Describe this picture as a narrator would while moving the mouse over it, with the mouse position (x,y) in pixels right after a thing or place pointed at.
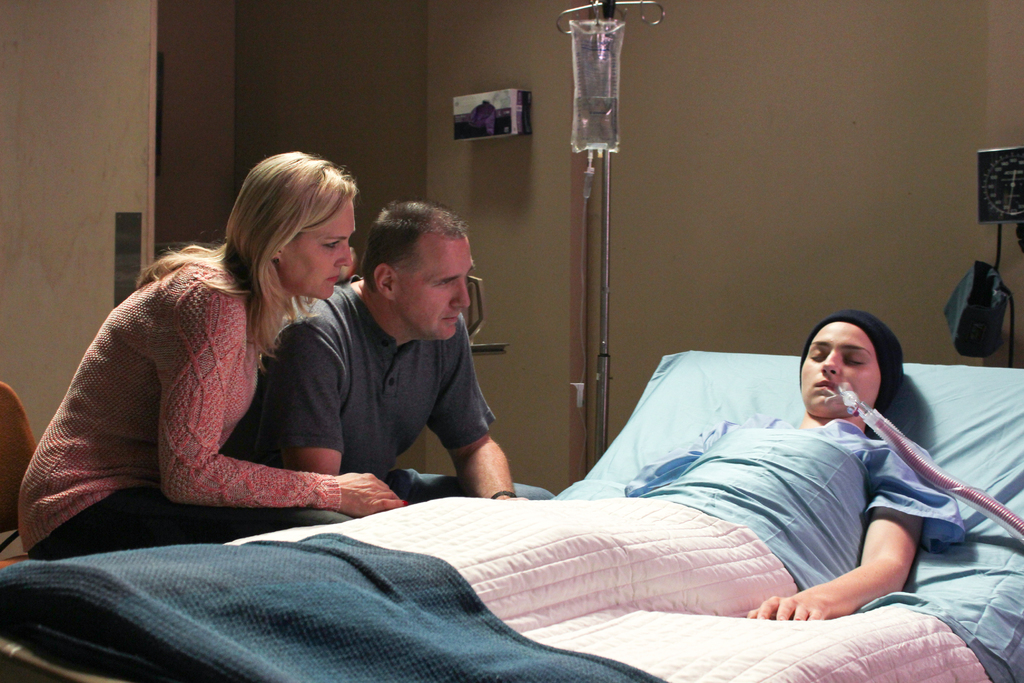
In this image I can see a person (835,433) lying on the bed (940,563) and she is wearing the blanket (400,596). To the side of her there are two people (386,373) sitting. Among them one person (371,422) is wearing the grey t-shirt (387,416) and to the side of them there is a stand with saline (584,94). In the back (994,175) there is a machine (983,265).
